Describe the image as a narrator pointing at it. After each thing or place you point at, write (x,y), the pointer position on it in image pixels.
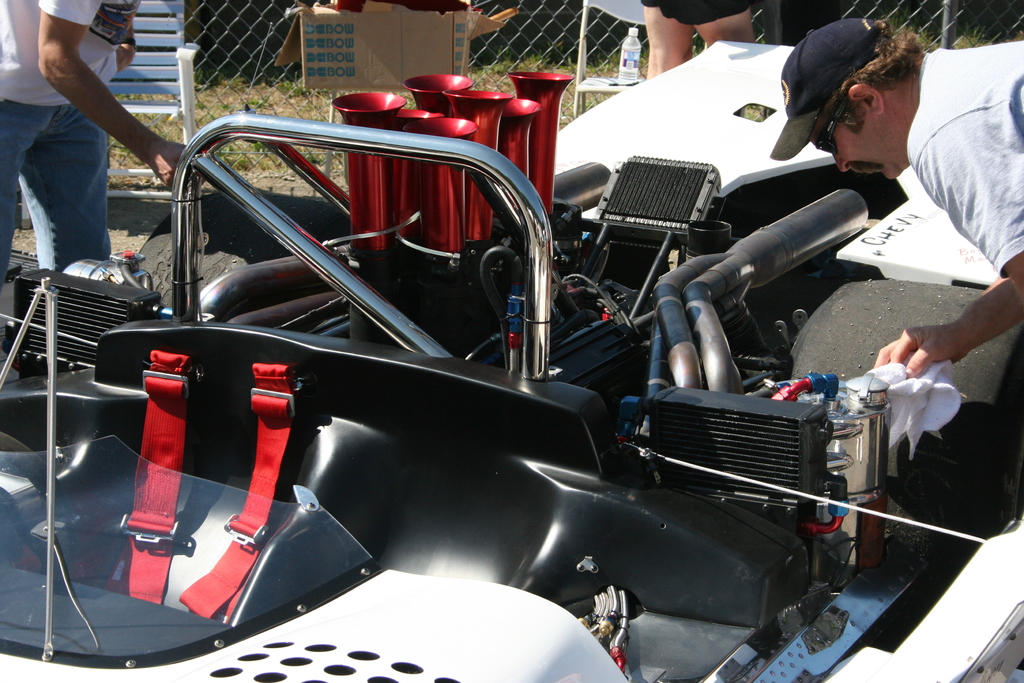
In the image in the center (606,363) we can see one vehicle (288,286). In the vehicle (445,565), we can see belts (149,438) and some other tools (677,328). And we can see few people (950,122) were standing. In the background (625,13) there is a fence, box (306,22), chair (171,36), water bottle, table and grass (237,80).
